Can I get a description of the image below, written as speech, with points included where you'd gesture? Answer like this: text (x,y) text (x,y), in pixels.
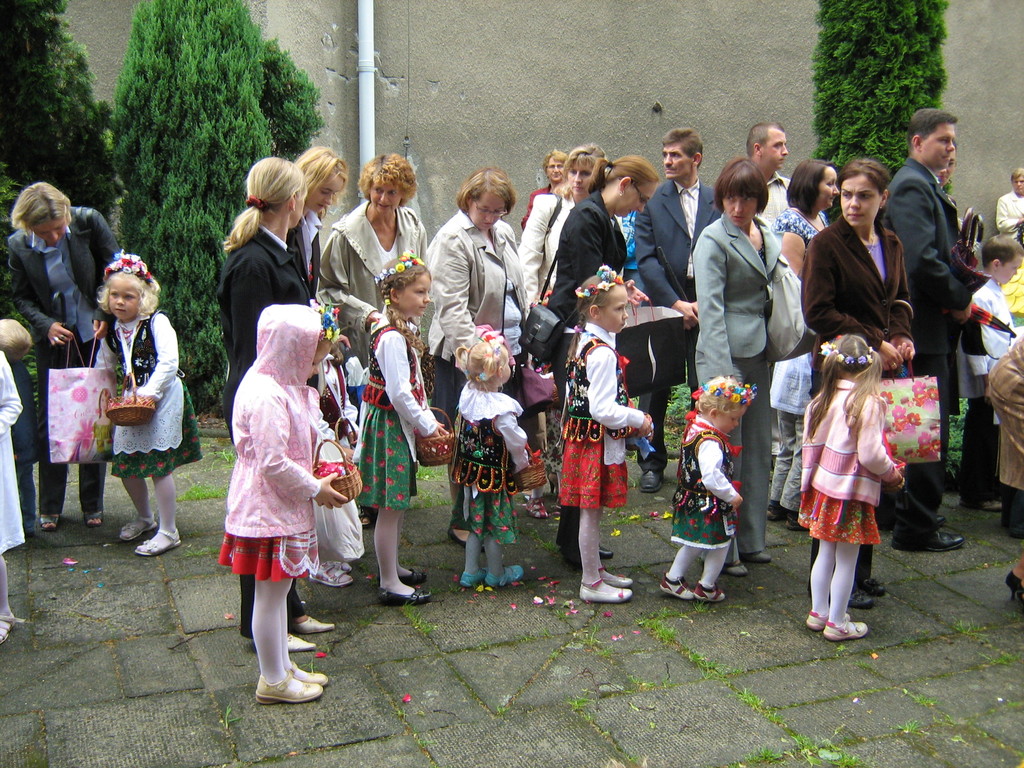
This image consists of many persons (683,520) standing on the ground (48,715). In the front (710,443), there are children (6,495). In the background (755,117), there are trees (911,75) along with a wall (567,83). And there is a pipe (363,96) fixed to the wall (392,131).
